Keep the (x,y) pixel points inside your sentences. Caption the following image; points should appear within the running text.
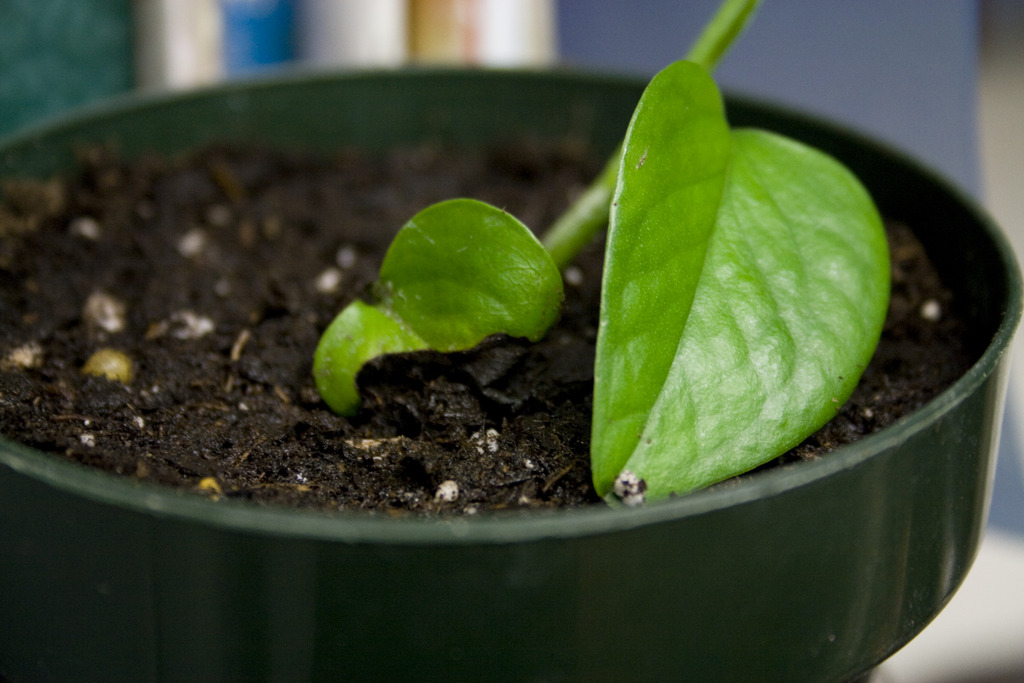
In this image in the foreground (352,501) there is one flower pot (458,521), and in the flower pot (905,557) there is one plant (707,228) and mud (573,170) and the background (333,8) is blurred.
